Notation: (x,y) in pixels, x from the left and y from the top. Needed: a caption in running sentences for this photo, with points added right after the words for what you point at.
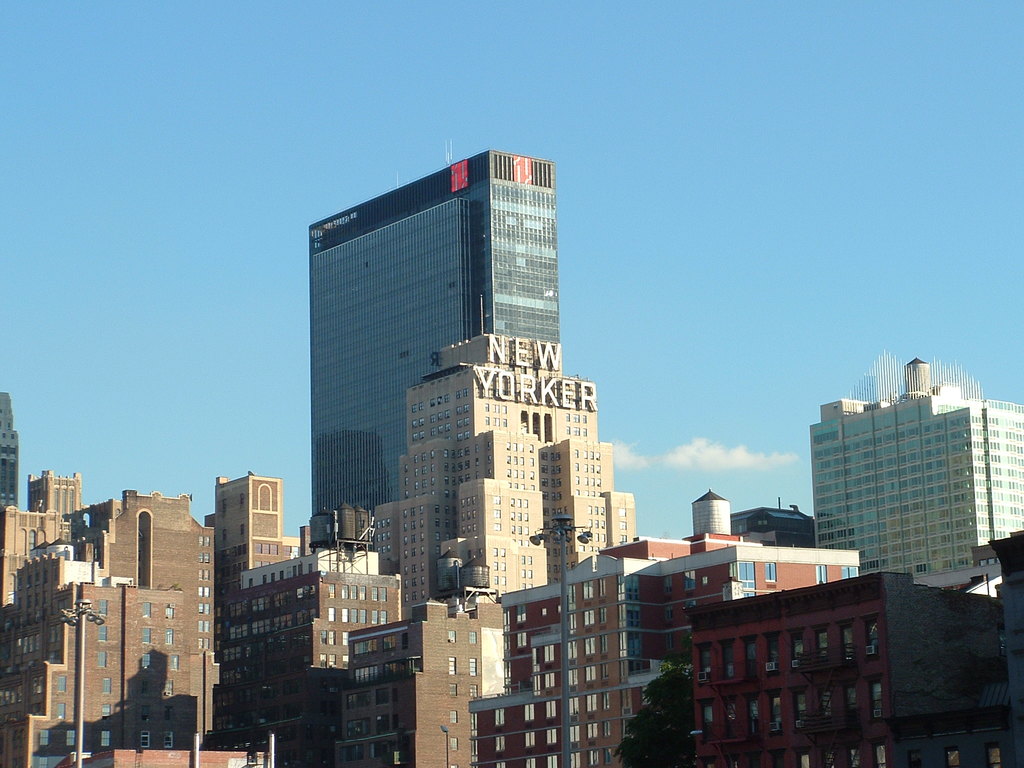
In this picture I can see many skyscrapers (877,419) and buildings (889,701). At the bottom (553,517) there is a street light (566,515) and tree (682,760). On the roof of the building (398,582) I can see the water barrels (324,532) and some poles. In the background (808,385) I can see the sky (680,340) and clouds (630,450).
